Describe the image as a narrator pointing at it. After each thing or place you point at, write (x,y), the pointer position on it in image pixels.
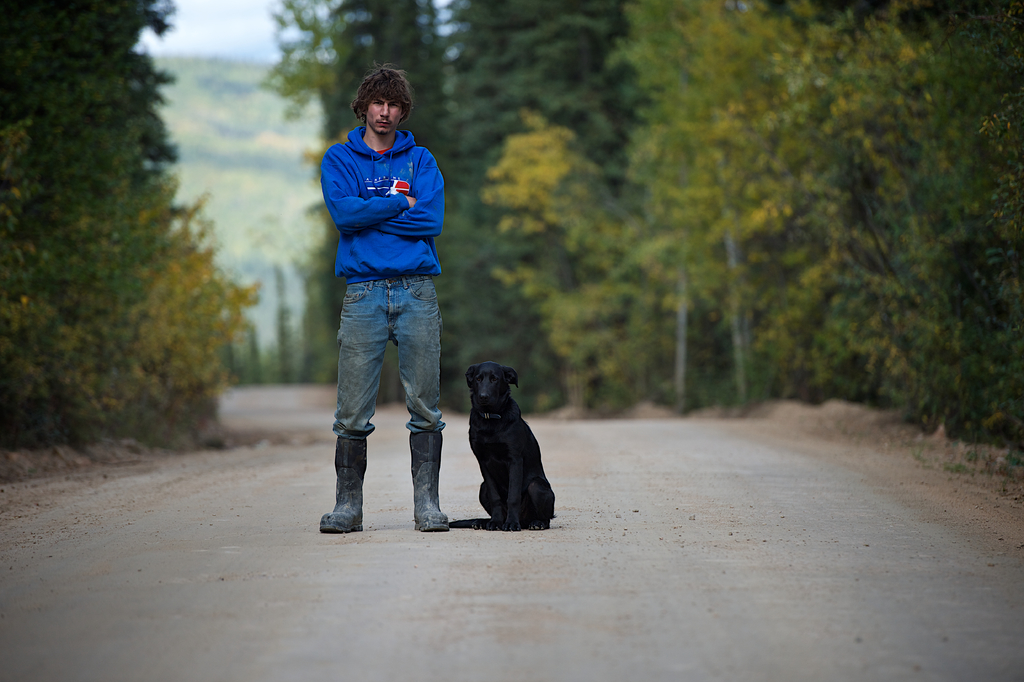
In this picture we can see the man (386,238) wearing a blue hoodie (390,215) and standing in the front (390,188). Beside there is a black dog (508,453) sitting on the road (302,526). In the background (136,355) we can see some huge trees (618,203).
